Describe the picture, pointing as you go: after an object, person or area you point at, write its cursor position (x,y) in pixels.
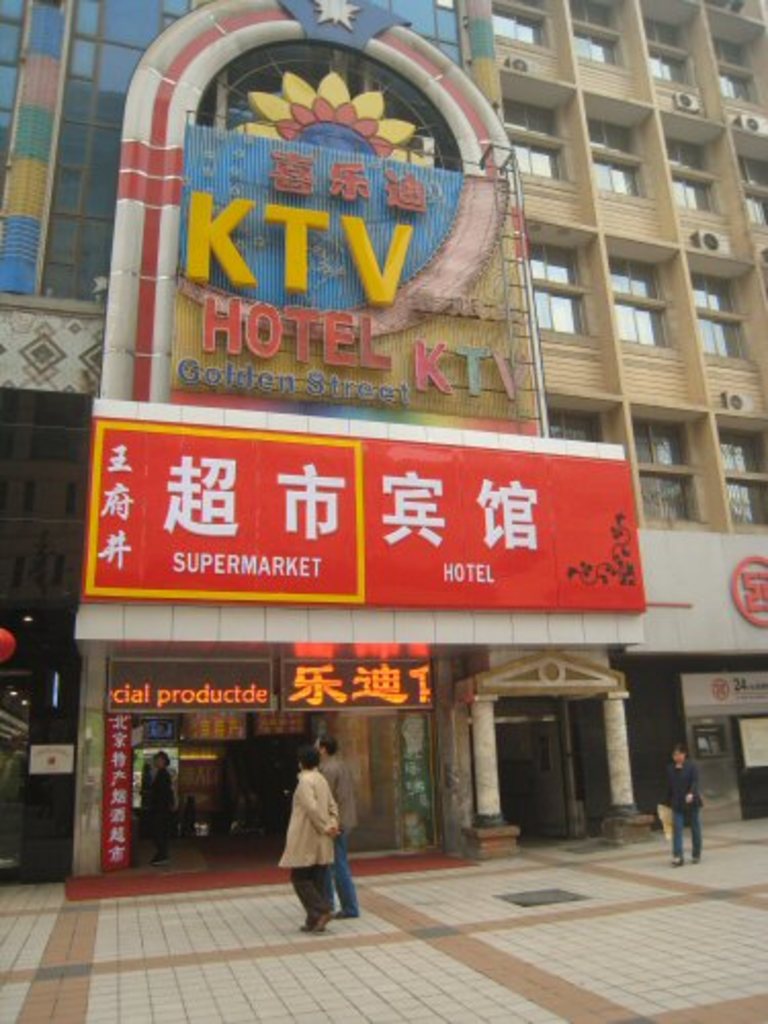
At the bottom of the image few people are standing and walking. Behind them there is a building (654,673), on the building (437,14) there are some banners (276,253).
